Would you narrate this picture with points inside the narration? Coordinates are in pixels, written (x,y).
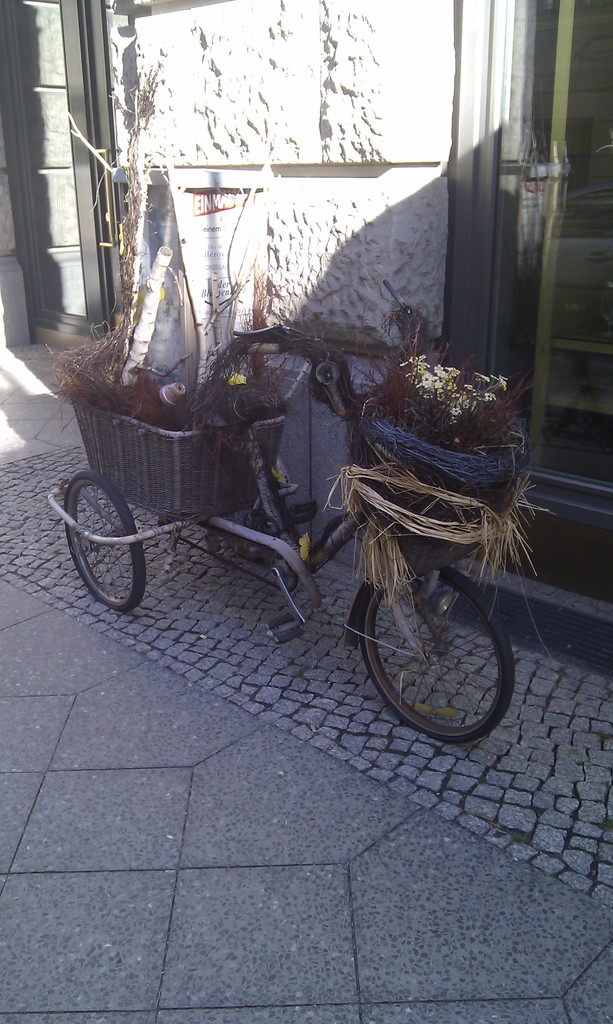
In the foreground of this image (308,688), there is a bicycle (440,589) on the pavement (383,834). We can see basket (222,462) full of flowers (453,415), grass (490,423) and few objects (137,356). Behind it, there is a wall (427,152) and we can also see two doors (81,181).
